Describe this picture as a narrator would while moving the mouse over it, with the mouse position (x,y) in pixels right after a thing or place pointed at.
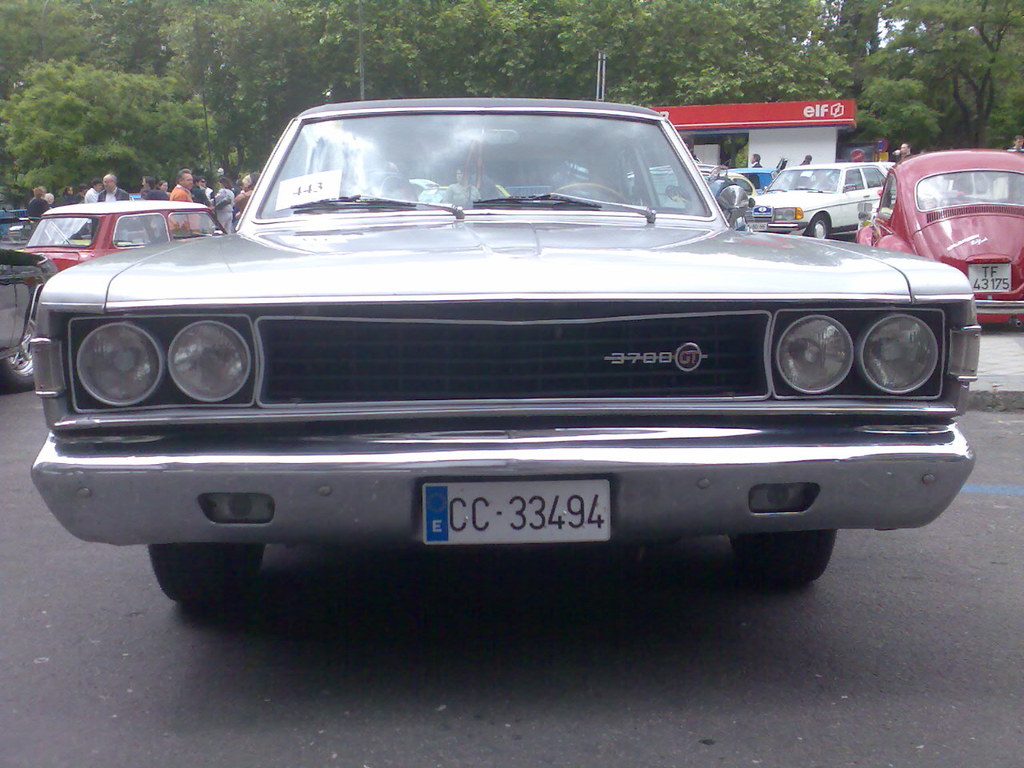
In the foreground of the picture (352,268) there are cars (798,222) and a road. In the background (189,176) there are people (907,149) and trees (560,53).
